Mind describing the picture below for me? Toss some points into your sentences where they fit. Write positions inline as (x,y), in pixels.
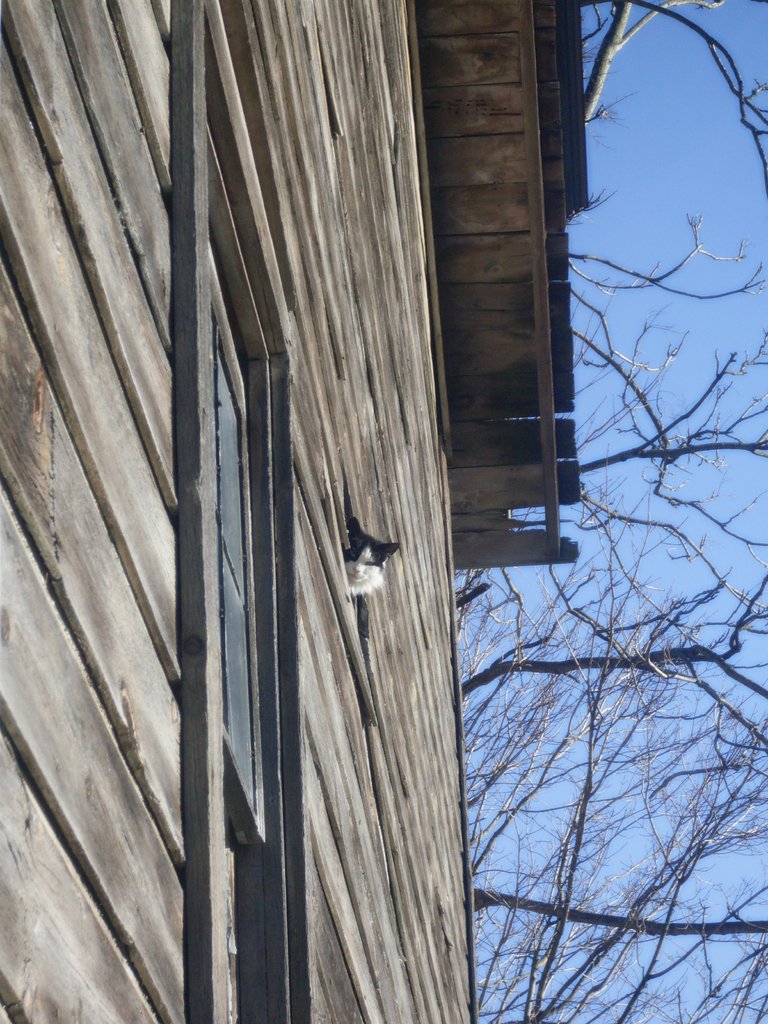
In this picture, there is a house (274,414) towards the left (142,421) and a tree (645,711) towards the right (675,737).
